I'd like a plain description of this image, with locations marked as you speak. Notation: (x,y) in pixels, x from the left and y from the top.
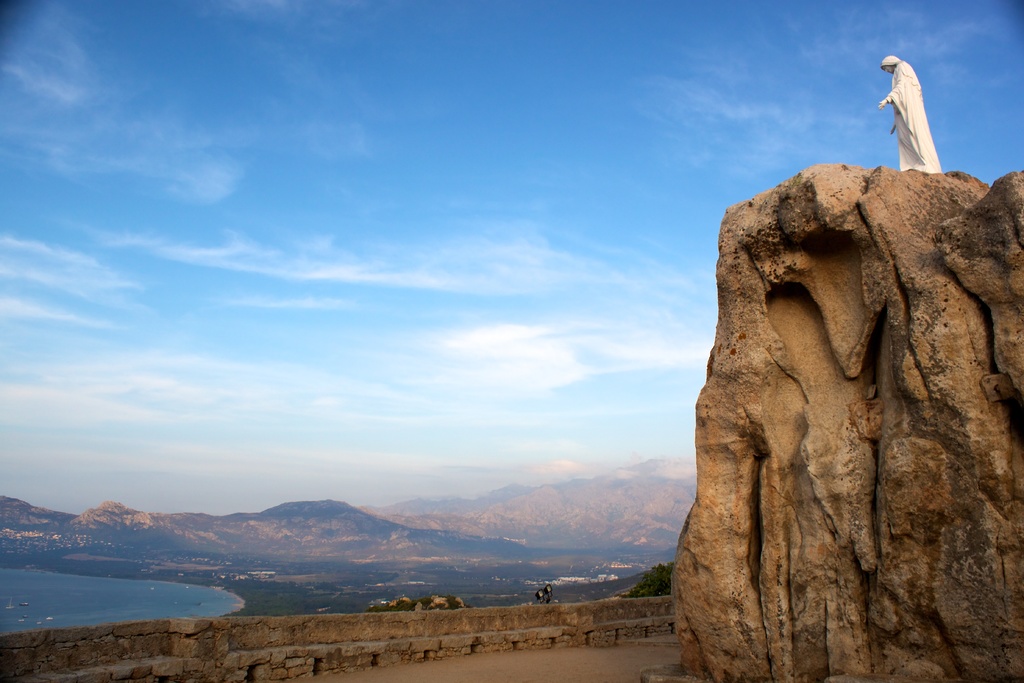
In this picture we can see a statue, here we can see rocks (798,632), ground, beside this ground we can see a wall (664,633), trees (292,589) and some objects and in the background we can see water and sky (528,318) with clouds (227,249).
